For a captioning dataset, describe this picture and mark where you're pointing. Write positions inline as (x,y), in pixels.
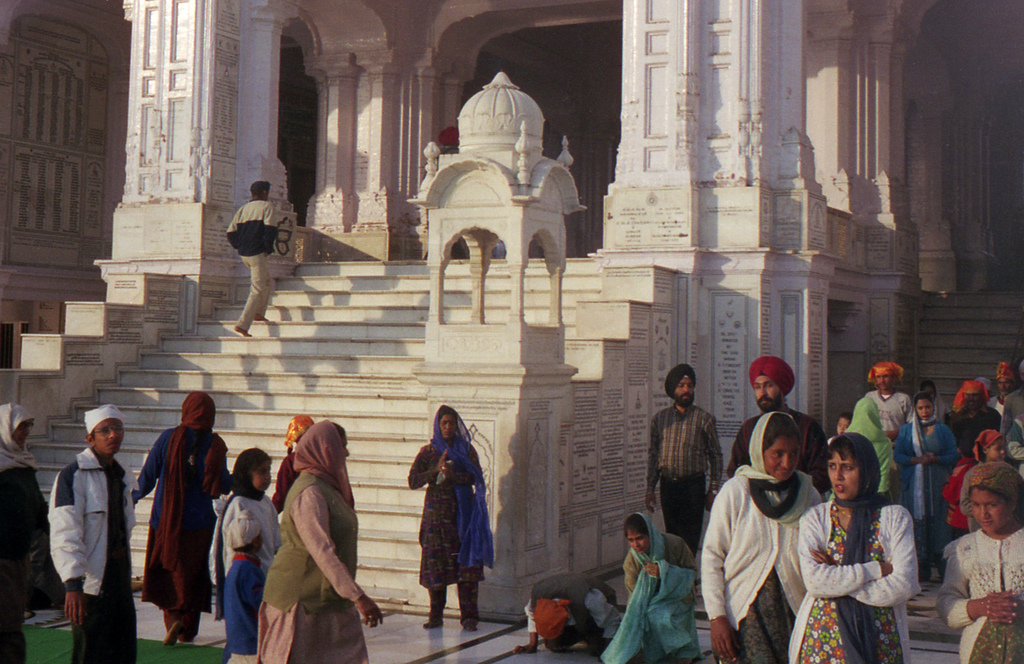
At the bottom of this image (771,596), there are persons (222,449) in different color dresses (329,449) on the floor (541,660), on which there is a green color mat (51,630). In the background (263,217), there is a person (265,242) walking on the steps (288,318) of a building (693,240) which is having pillars (694,89) and there is another building (93,0).
